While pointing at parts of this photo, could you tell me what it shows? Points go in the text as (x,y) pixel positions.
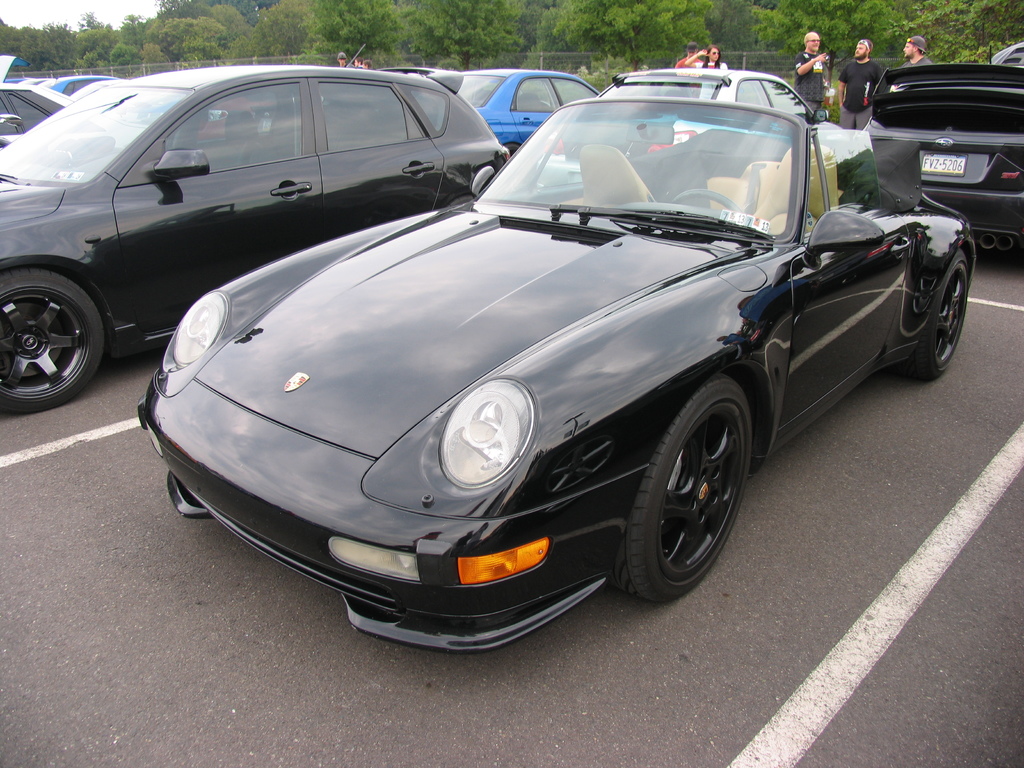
In this image we can see different models of the cars (341,430) on the road (769,536), there are few people (801,87) behind the cars (11,130), and at the top of the image (488,27) we can see few trees (327,36).
